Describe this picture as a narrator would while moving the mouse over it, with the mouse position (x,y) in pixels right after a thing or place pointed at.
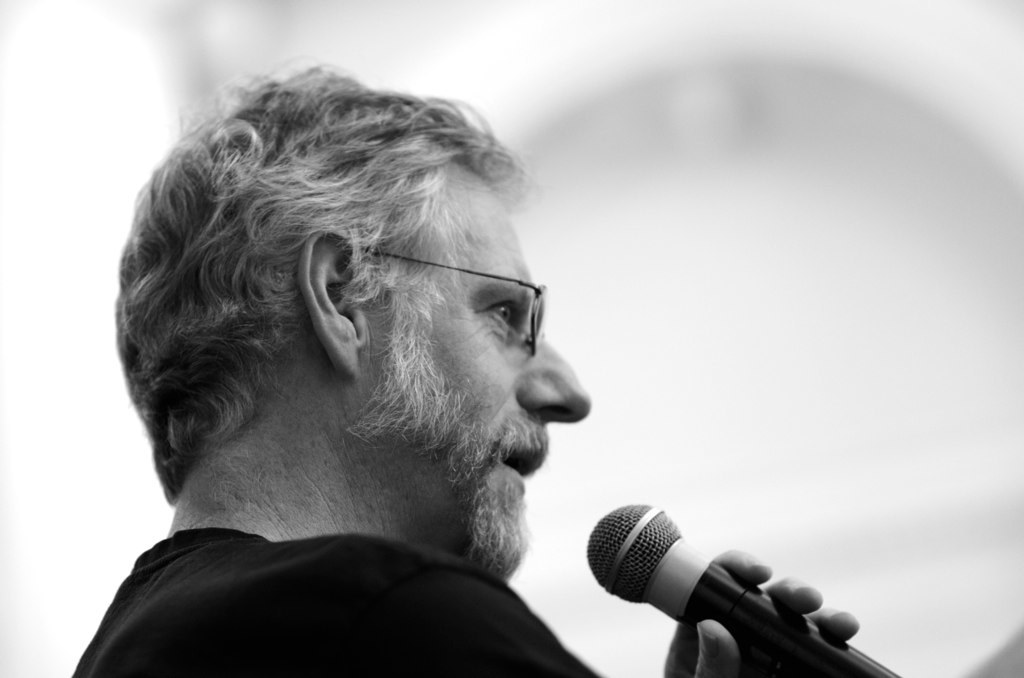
In this image we can see a black and white picture of a person (314,450) holding a mic (759,596) and a white background (774,358).
